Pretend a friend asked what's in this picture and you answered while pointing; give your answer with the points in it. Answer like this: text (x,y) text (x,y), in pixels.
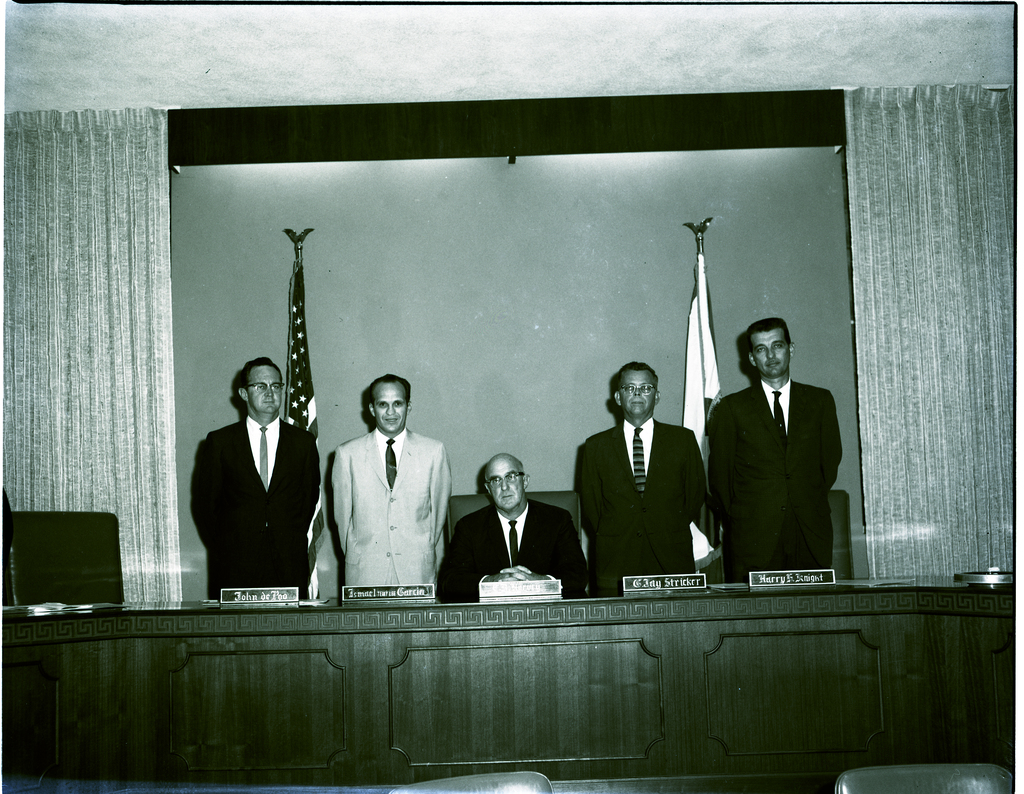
This is a black and white image. I can see four men (334,492) standing and a person (527,515) sitting in the chair (455,510). This is a table (371,639) with the name boards (750,581) on it. I think these are the flags (693,295), which are hanging to the poles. I can see the curtains (866,137) hanging to a hanger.
